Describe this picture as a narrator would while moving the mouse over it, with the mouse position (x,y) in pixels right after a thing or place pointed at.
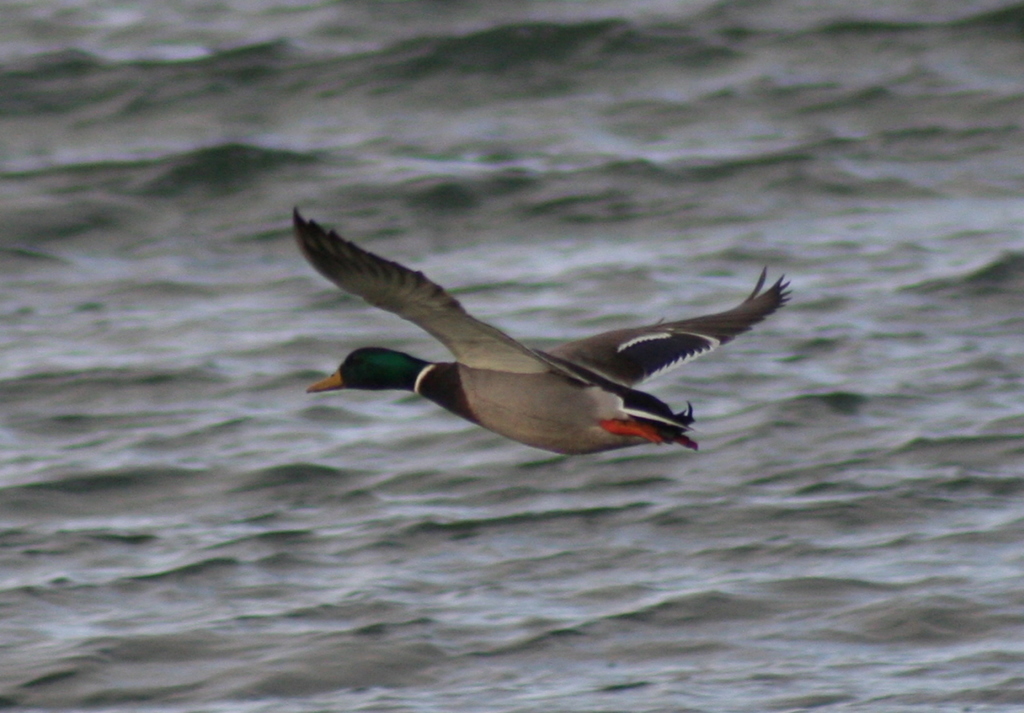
In the center of the image (502,396) we can see a bird (519,393). In the background (610,462) there is water (272,606).
